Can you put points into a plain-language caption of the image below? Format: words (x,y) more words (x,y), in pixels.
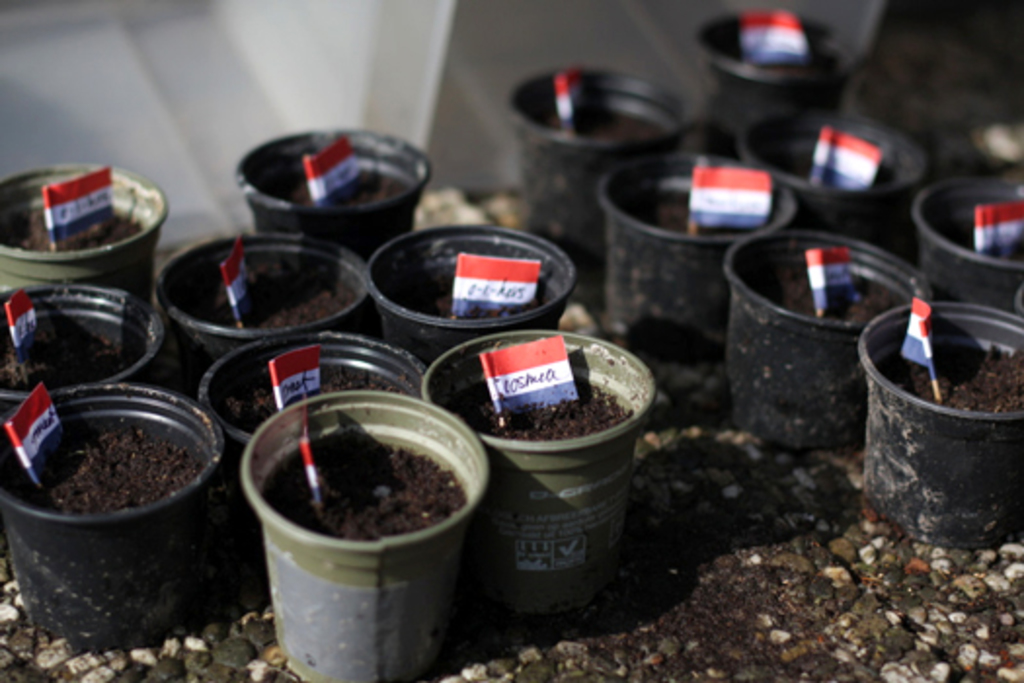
In this image we can see black and green color pots (366,553) and paper flags (537,387) are kept in the pots (374,410).
